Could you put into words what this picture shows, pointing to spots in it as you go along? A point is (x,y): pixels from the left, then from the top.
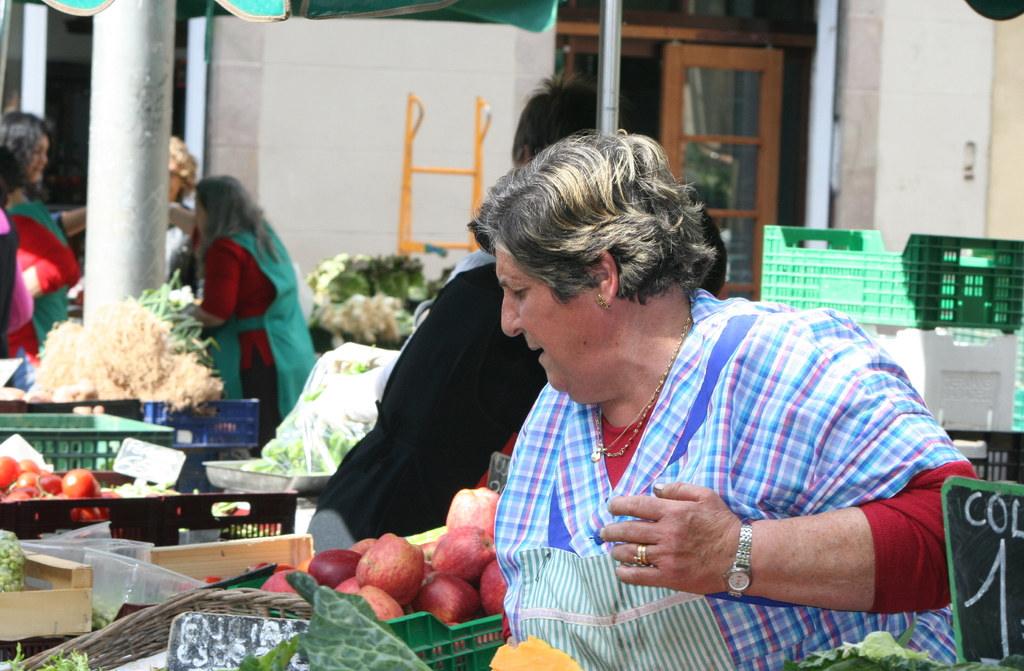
In this picture I can see few people (267,341), some fruits (282,572), vegetables (506,664) are kept in the baskets (124,522).
